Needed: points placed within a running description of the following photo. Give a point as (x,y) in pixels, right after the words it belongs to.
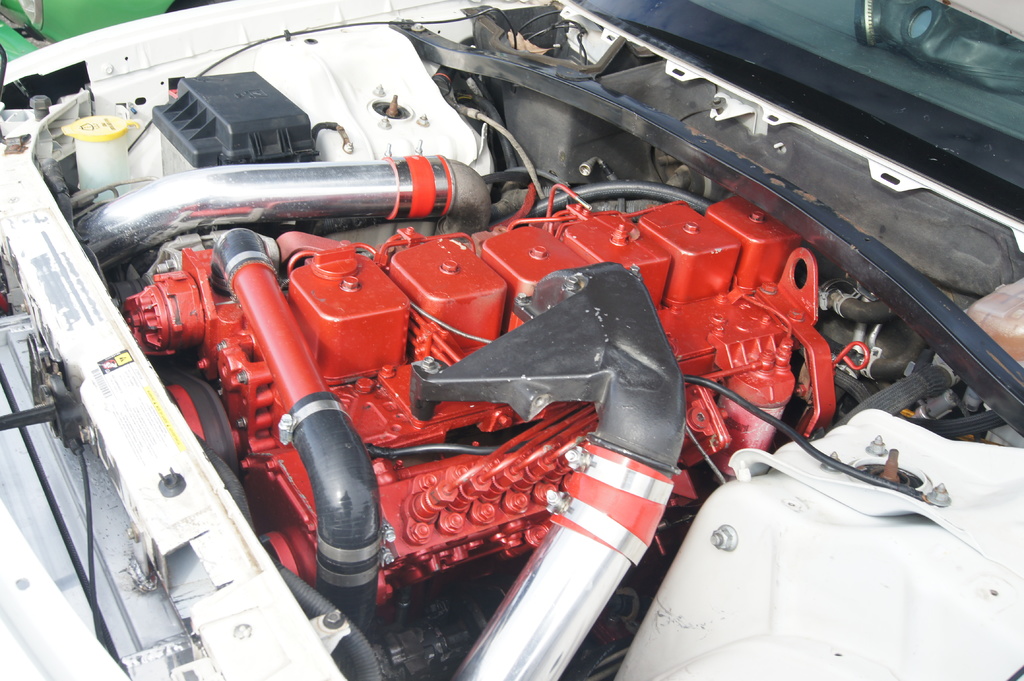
In the image we can see the vehicle engine (319,474).
